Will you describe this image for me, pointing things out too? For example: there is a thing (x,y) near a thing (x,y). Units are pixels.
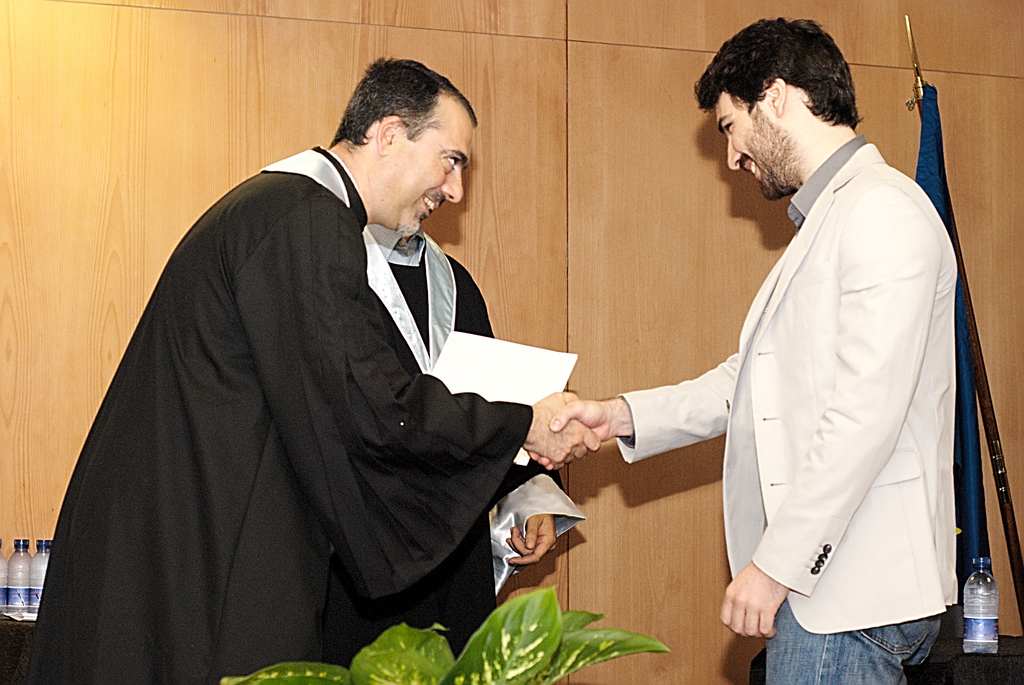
This image is taken indoors. In the background (598,278) there is a wall (972,119) and a flag (968,345). On the left side of the image (24,579) there are a few bottles (10,584) on the table (21,639) and a man (54,617) is standing on the floor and he is holding a paper (501,381) in his hand (539,401). At the bottom of the image (458,658) there is a plant (506,630). On the right side of the image (752,141) a man (833,62) is standing on the floor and there is a bottle (976,630) on the table (980,657).
